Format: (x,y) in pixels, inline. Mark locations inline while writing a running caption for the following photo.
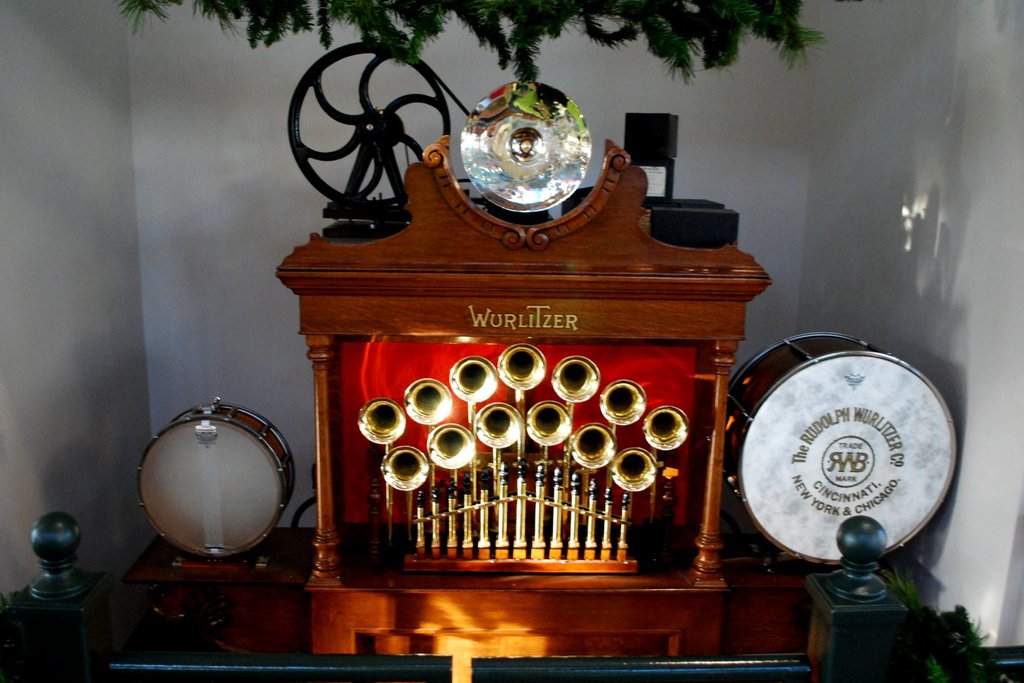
In this image we can see few musical instruments (466,436). There are few leaves (440,6) at the top of the image (420,7). There is some text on an object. There is a barrier (433,679) in the image. There is a wall (961,232) in the image.
